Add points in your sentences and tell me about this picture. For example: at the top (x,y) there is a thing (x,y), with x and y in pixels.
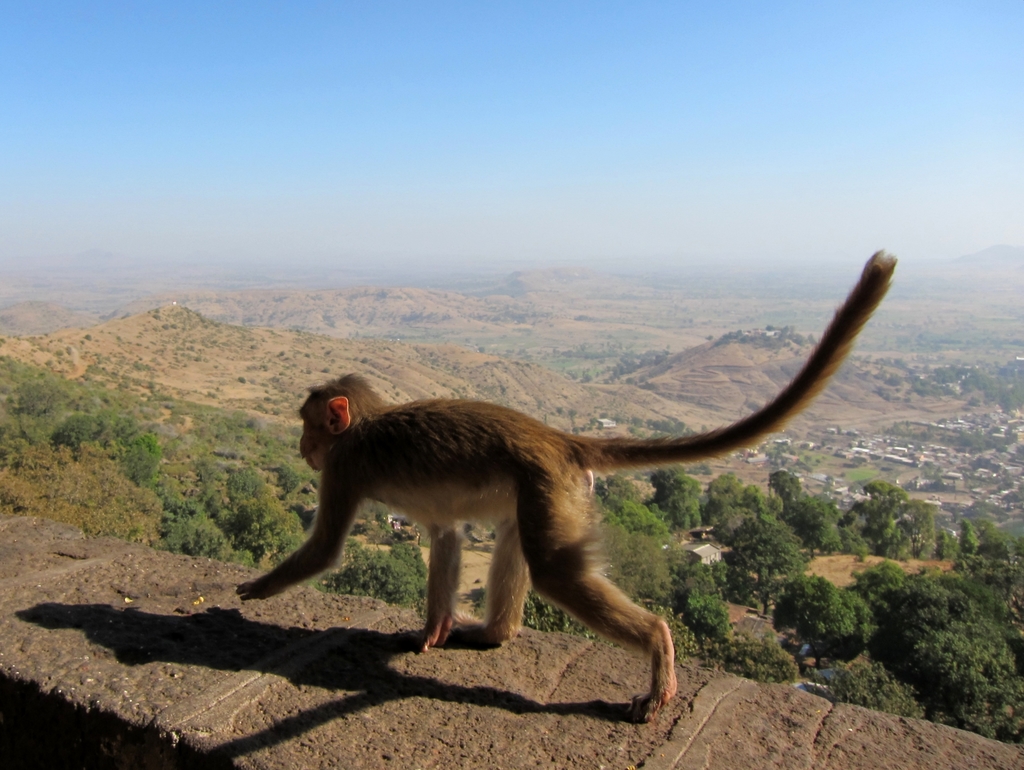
In this image there is a monkey (493,565) walking on the rock surface (484,647), in the background of the image (127,464) there are trees (750,494) and mountains (536,389).
